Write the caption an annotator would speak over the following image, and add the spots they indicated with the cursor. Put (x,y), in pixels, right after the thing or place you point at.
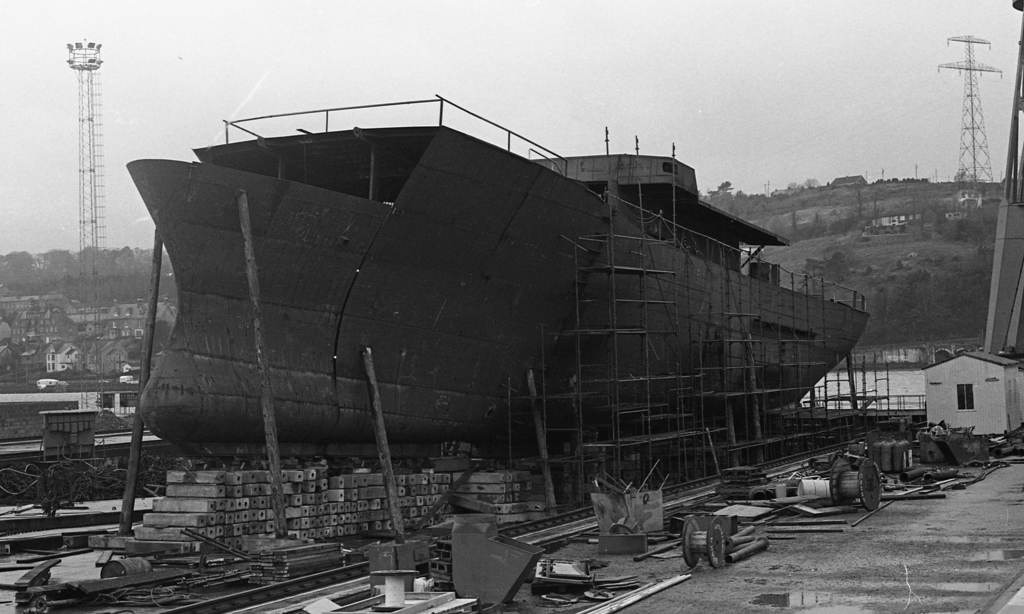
In this picture there is a boat (504,290) which has few wooden sticks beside it and there are few trees (919,297), buildings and towers (976,115) in the background (938,302).
